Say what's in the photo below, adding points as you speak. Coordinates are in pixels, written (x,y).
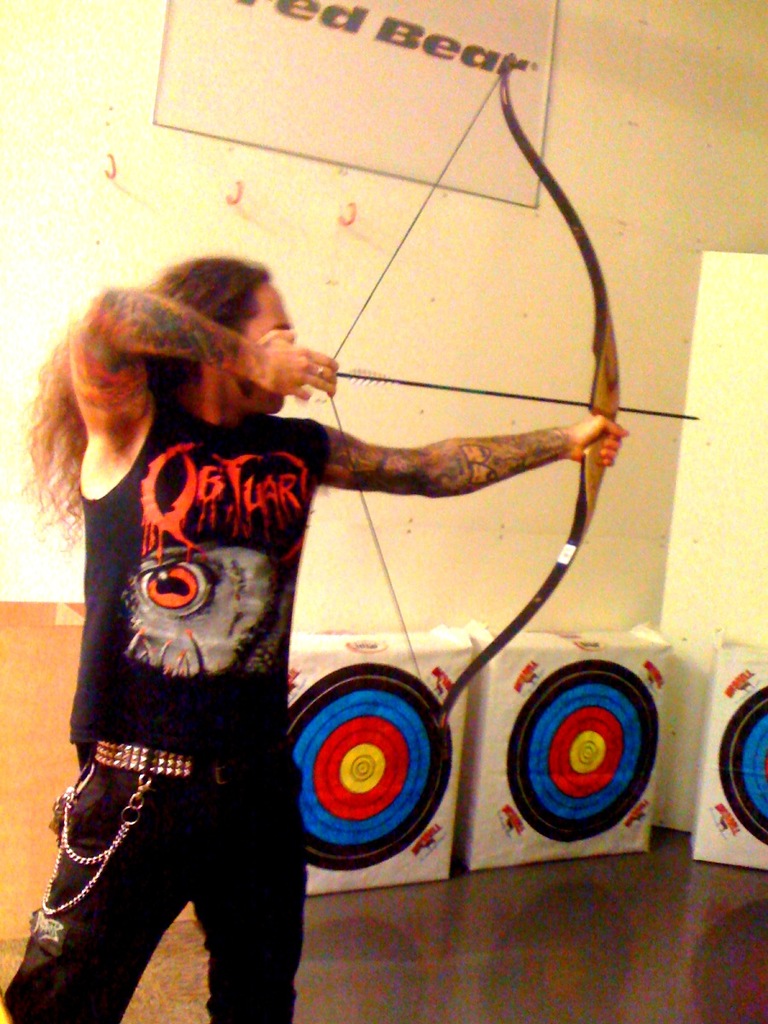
In this image, I can see a person (242,593) standing and holding a bow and arrow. These look like the boards (614,677). I can see a poster (286,118), which is attached to the wall (113,97). I think these are the hangers hooks (116,164).
